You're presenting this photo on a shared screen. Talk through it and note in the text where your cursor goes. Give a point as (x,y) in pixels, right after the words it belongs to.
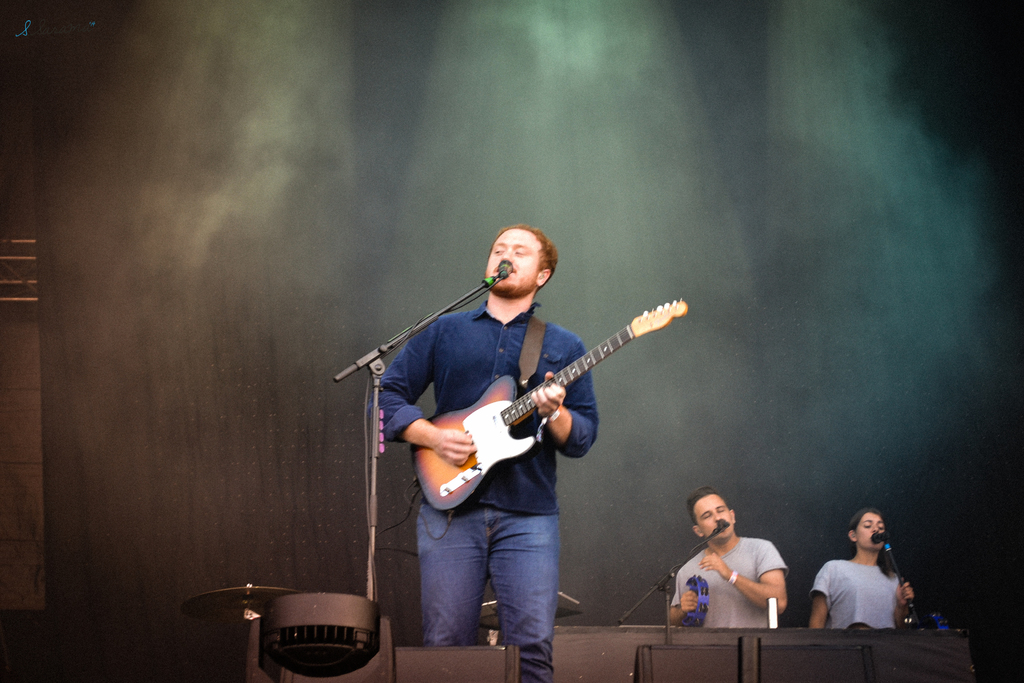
A man (588,445) is standing, playing guitar (508,386) and also singing in the microphone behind them there is a man (723,593) and woman (863,604).
